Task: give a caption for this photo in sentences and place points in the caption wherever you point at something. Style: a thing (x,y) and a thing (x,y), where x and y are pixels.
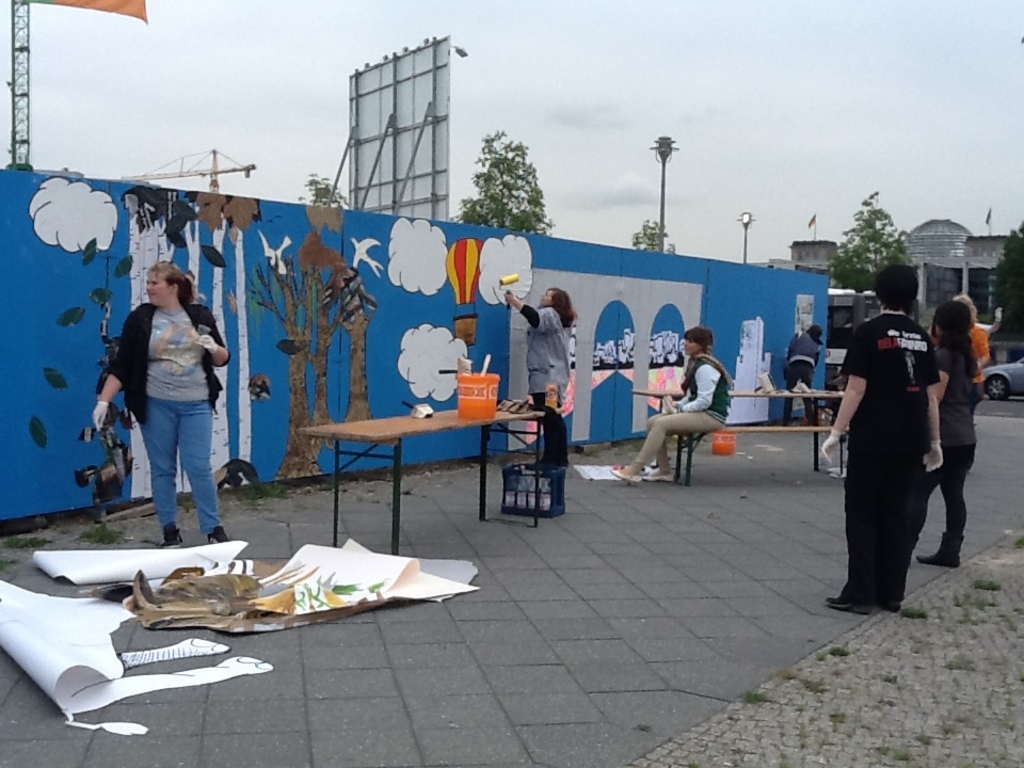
In this picture there is a woman (170,376) standing. There is also another woman (538,322) holding a painting brush (513,282) in her hand (507,299). There is a person (711,392) wearing a white shirt (696,407) is sitting in the chair (678,440). There are two people (855,434) who are standing. There are some sheets (173,577) on the ground (377,614). There is a painting (410,291) on the wall (399,414). There is a tree (885,244), streetlight (743,213) and a tower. There is a car (1008,374) on the road (1010,409). There is a bench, bucket (477,403), brush (421,416) on the table (390,444).
